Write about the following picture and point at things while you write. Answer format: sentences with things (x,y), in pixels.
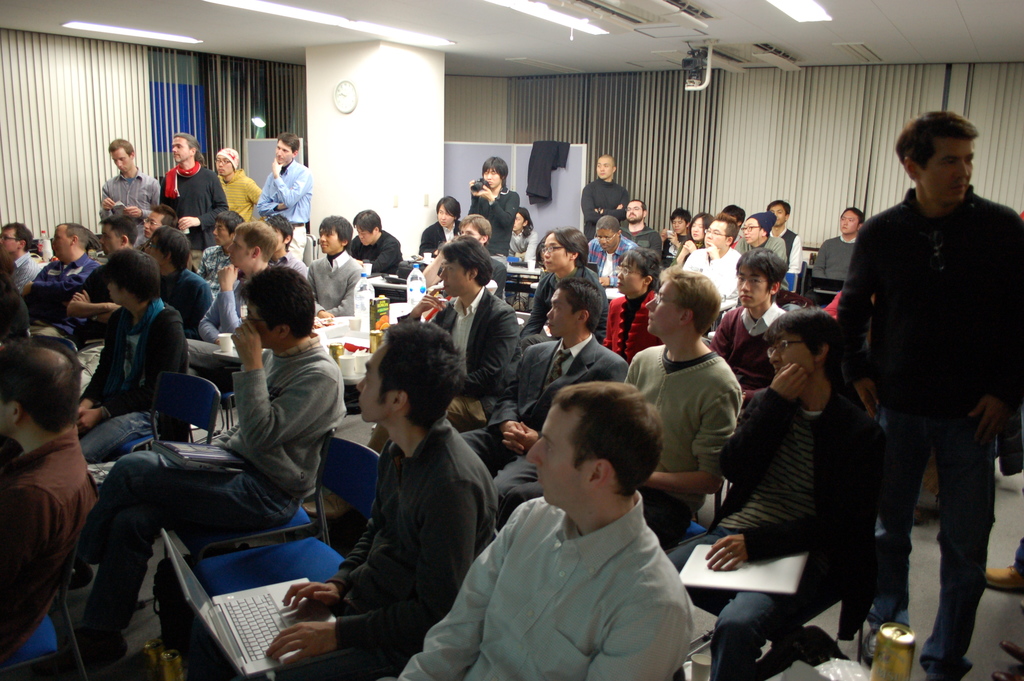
In this picture we can see few people (187,307) are sitting on the chair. There are few people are standing on the floor (920,649). There are few bottles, cups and other objects (370,342) on the table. We can see a person (228,671) and a laptop (212,624). There is a drink can (903,642) on bottom right (889,635). We can see a pillar (364,70) and some lights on top. We can see a device (703,59). A person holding a camera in the background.
